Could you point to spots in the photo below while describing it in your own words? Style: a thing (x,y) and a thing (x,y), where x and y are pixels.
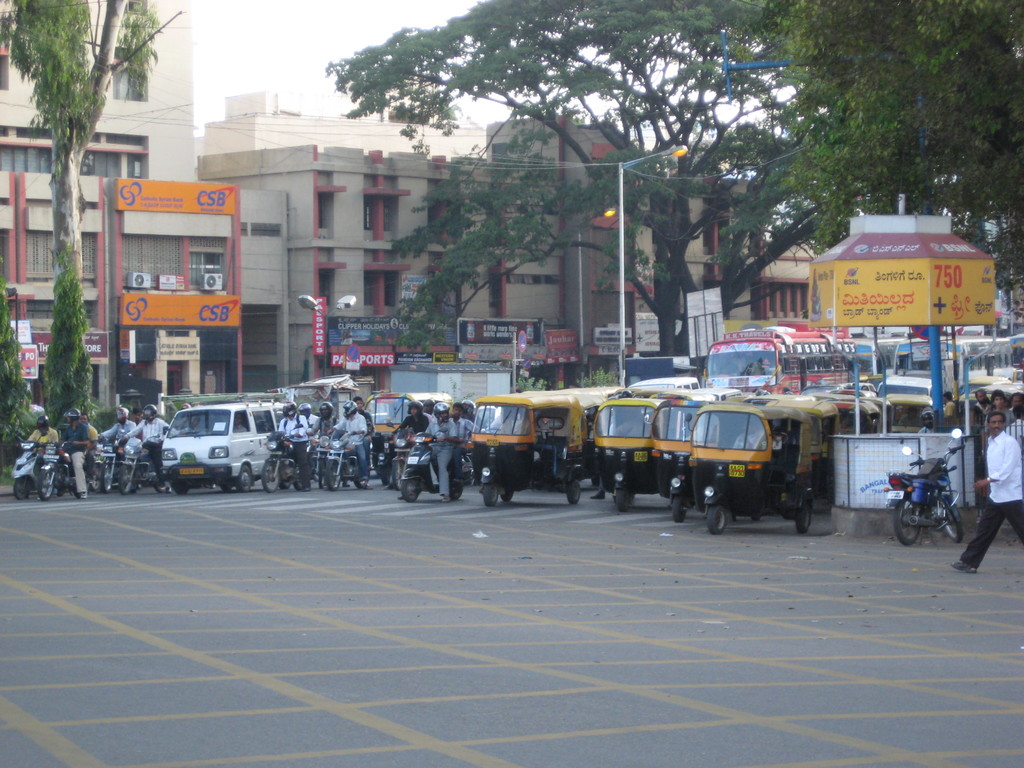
In this image on the road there are many vehicles (809,401). This is a traffic post (890,301). There are few people (987,448) on the road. In the background (73,333) there are trees (728,246), buildings (96,307), hoardings (437,353). This is a street light (669,154). The sky (267,43) is clear.
